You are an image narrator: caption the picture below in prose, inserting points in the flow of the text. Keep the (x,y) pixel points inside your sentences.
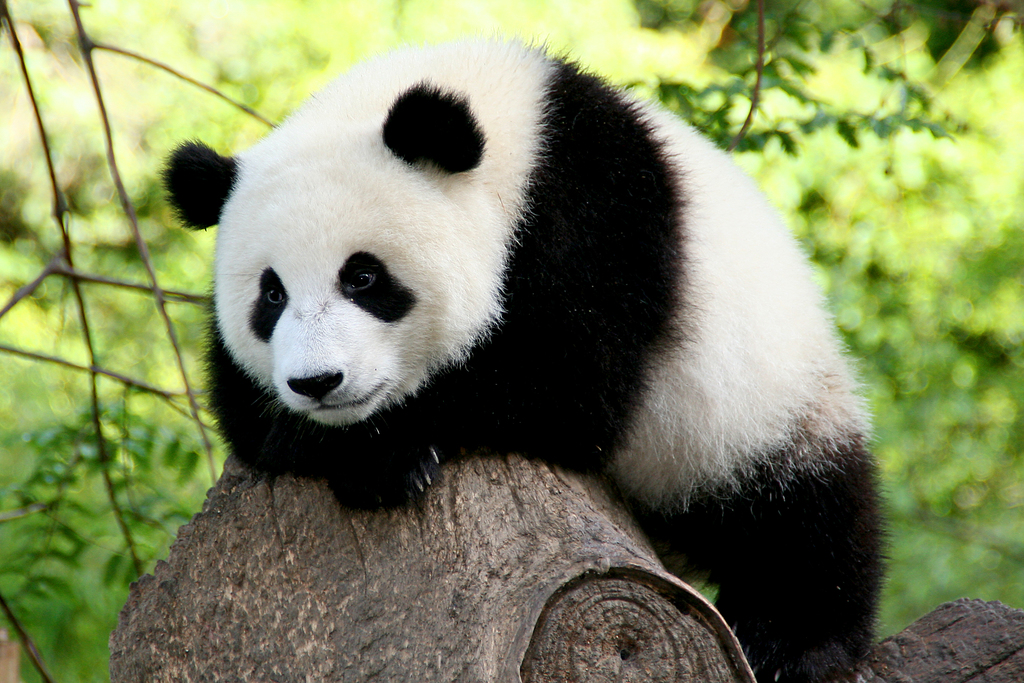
Here I can see a panda (587,360) on a trunk (425,612) which is looking at the left side. In the background (891,180), I can see the plants (79,326).
